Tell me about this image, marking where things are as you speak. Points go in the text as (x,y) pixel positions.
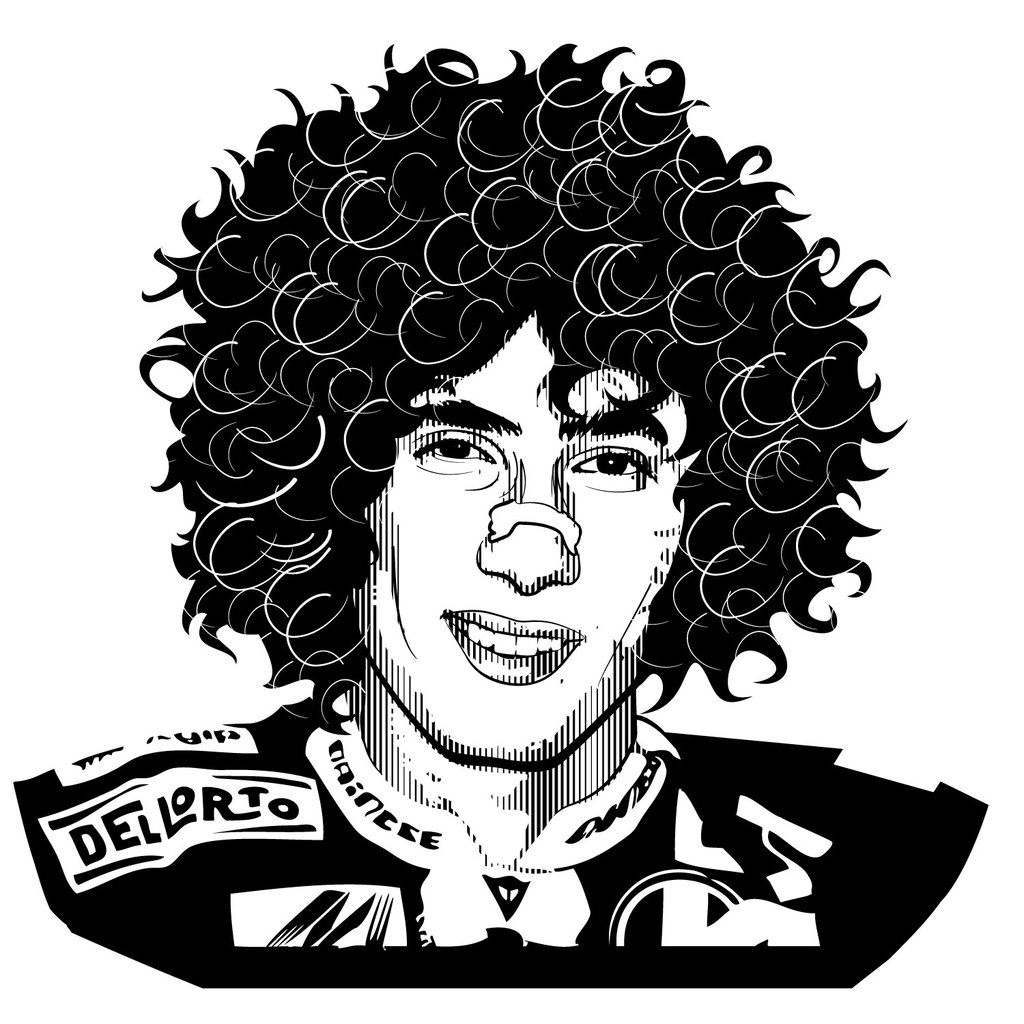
In this picture I can see black and white drawing (613,511) of a person (580,225).
